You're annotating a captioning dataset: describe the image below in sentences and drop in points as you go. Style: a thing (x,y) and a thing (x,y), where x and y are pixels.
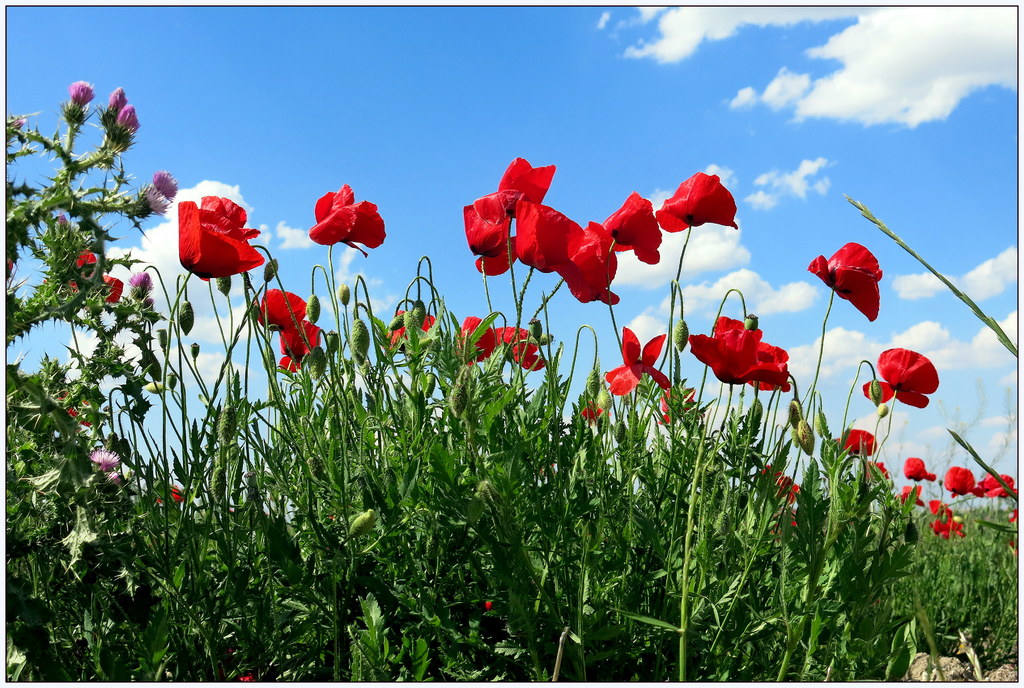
This picture is clicked outside. In the foreground (550,515) we can see the flowers (204,249), buds (314,303) and the green leaves (439,534) of the plants (727,484). In the background (863,170) we can see the sky (453,173) and the clouds (887,89) and some other objects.
